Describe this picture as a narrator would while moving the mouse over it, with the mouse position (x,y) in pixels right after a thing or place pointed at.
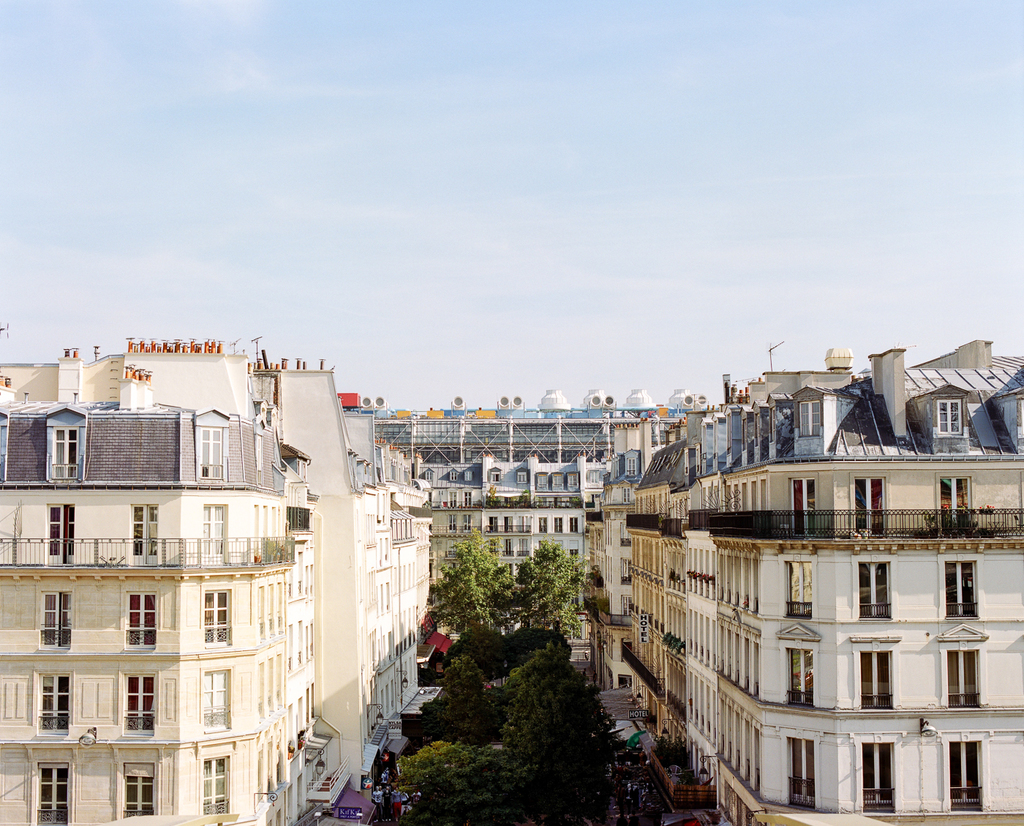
In this image, I can see the trees (552,658) and buildings (588,502) with windows (757,648). In the background (486,251), there is the sky (456,175).
